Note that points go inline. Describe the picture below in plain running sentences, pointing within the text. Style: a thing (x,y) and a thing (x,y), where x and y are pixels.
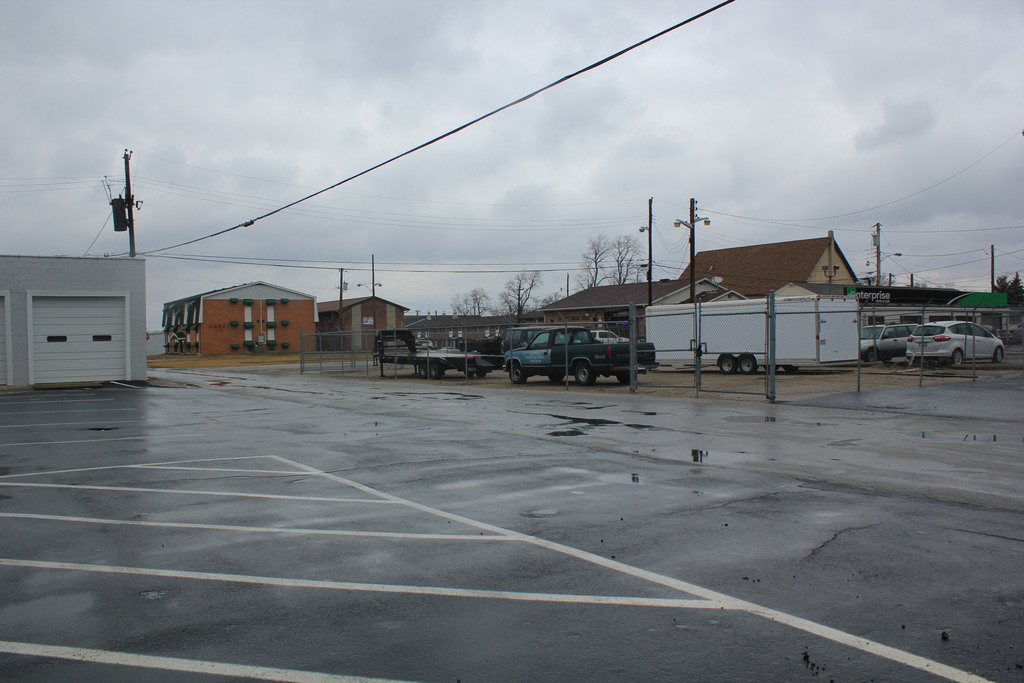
In this image we can see many buildings (305,319). Also there are railings (697,333). There are vehicles (492,348). There are electric poles (130,182) with wires (496,223). In the background (508,277) there are trees (584,269) and sky (454,124) with clouds (616,123). And there is a road (663,416). And we can see a parking area (347,557).
